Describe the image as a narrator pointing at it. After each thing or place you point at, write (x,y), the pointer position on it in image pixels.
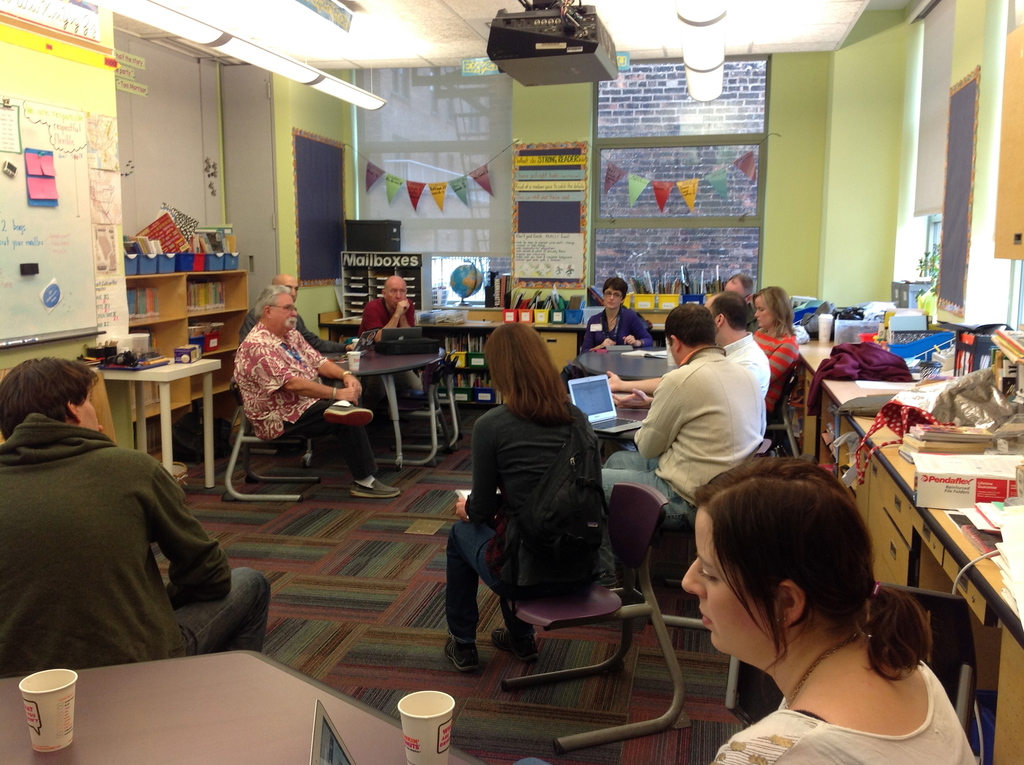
At the bottom of the image (235,734) we can see one person (845,756) and a table (258,738). On the table (312,725), we can see two glasses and some object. In the center of the image (552,390), we can see tables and a few people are sitting on the chairs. On the tables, we can see a laptop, papers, one glass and a few other objects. In the background (679,245) there is a wall (986,115), lights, boards (35,261), tables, drawers (953,568), clothes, boxes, notes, and a few other objects (987,545).
